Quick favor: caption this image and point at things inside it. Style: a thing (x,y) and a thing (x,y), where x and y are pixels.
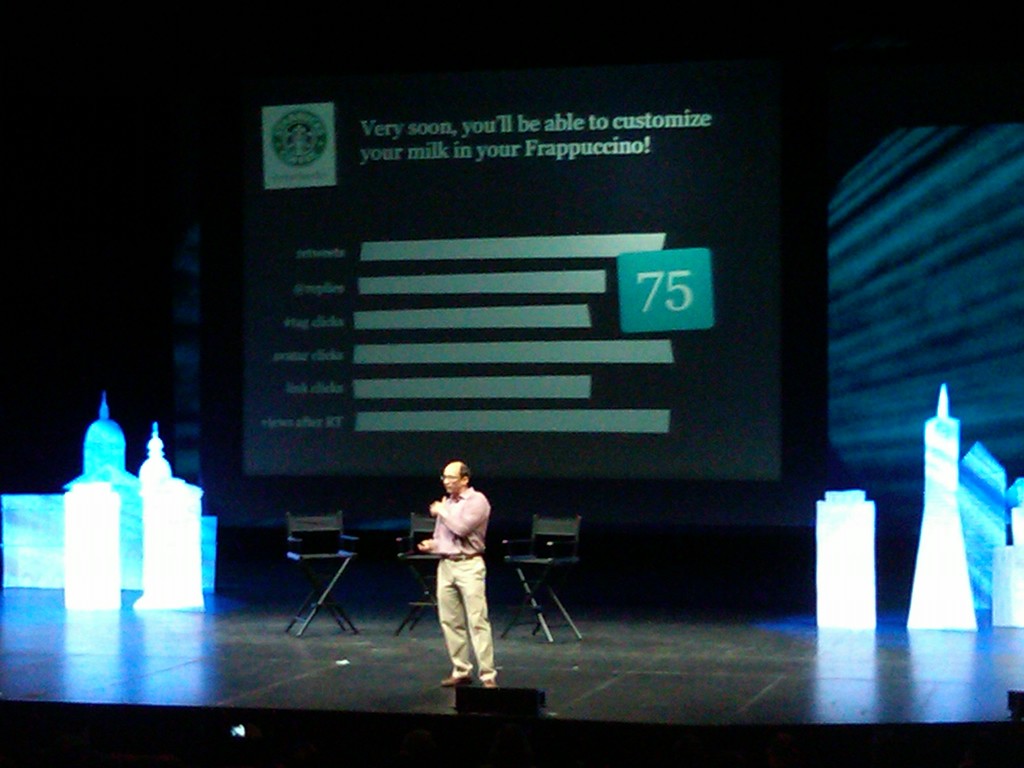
In this image there is a person (452,593) standing on the stage (610,697), and in the background (354,538) there are chairs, screen (729,248).
